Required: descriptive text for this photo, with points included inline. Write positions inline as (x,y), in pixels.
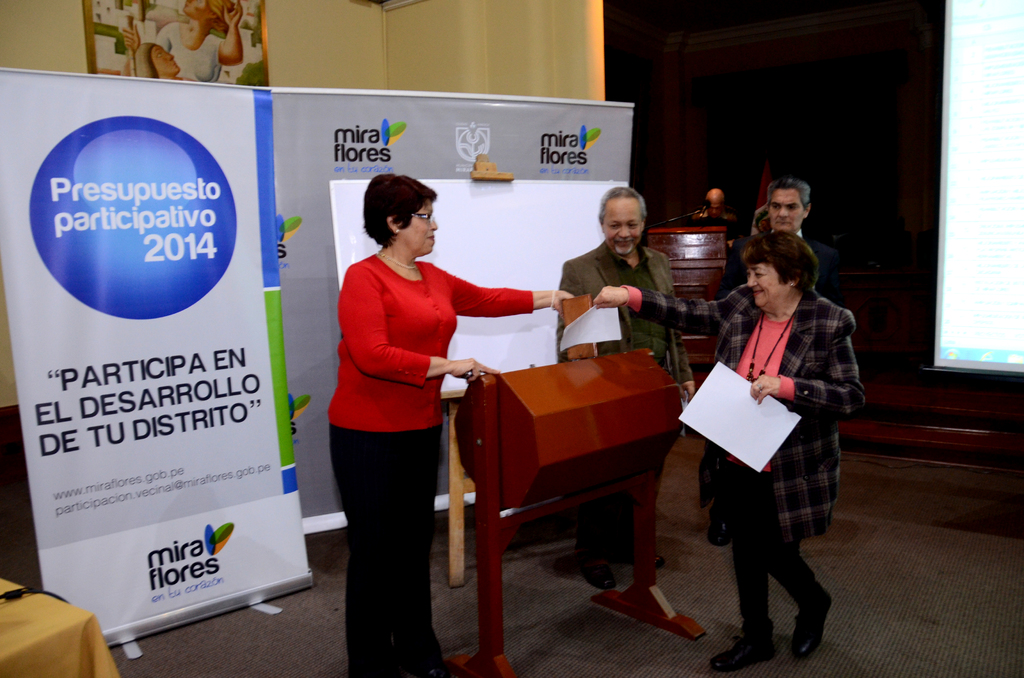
There are three persons (800,201) standing and this woman (753,394) walking and holding papers (588,339), behind these persons (398,366) we can see banners (170,168), board (347,194) and frame (197,9) on the wall (415,36). Right side of the image (1009,269) we can see screen (988,264). On the background (706,215) we can see person (708,199), in front of this person (720,207) we can see microphone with podium (695,290).
